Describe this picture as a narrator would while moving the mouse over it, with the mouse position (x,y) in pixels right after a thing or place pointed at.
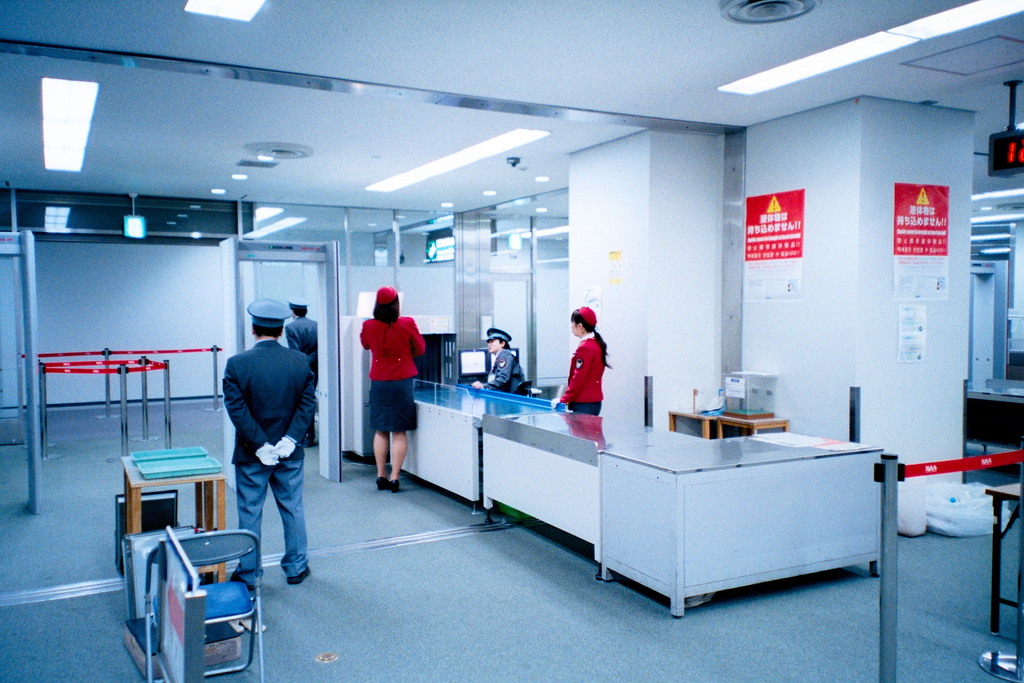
In this image, there is a floor (522,662) which is in grey color, In the left (259,429) there is a table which is in yellow color and there is a man (278,448) standing, In the right side (849,490) there are some table (661,497) which are white color and there are some people (497,385) standing and in the top (597,92) there is a white color roof (480,85).
